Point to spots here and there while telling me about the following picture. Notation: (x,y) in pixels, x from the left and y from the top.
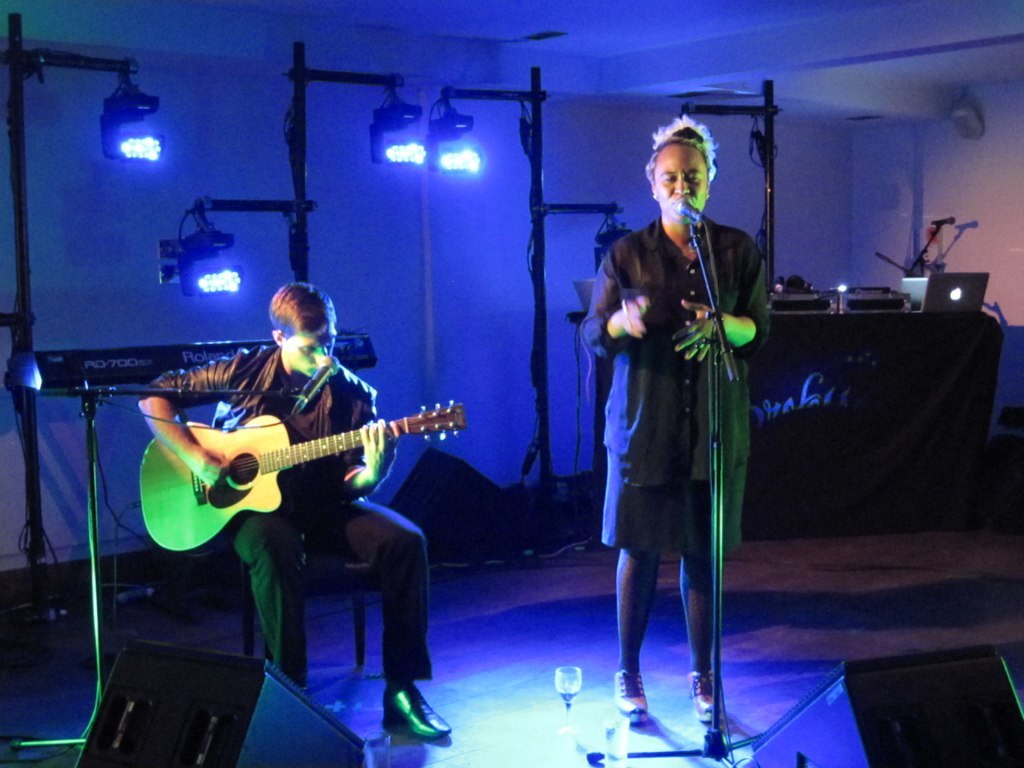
In the picture we can find a man (224,417) and a woman (689,471). One man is sitting and playing a guitar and a woman (673,325) is standing and singing a song in microphone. In the background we can find piano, keyboard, laptops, table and lights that are hold to the stand (24,257).
